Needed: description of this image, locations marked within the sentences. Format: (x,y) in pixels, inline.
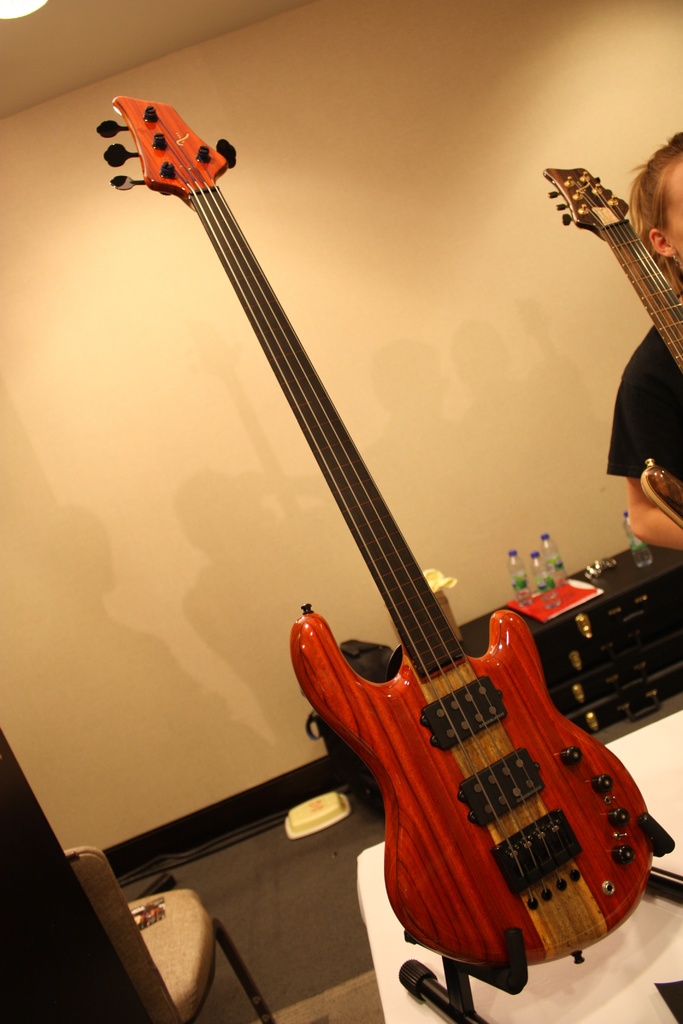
In this picture I can see in the middle (293,399) there is a guitar (397,839), on the right side (679,200) there is a person (668,372). In the background (595,507) there are bottles (522,595) and a wall (458,390). On the left side (114,892) there is a chair (172,892).
